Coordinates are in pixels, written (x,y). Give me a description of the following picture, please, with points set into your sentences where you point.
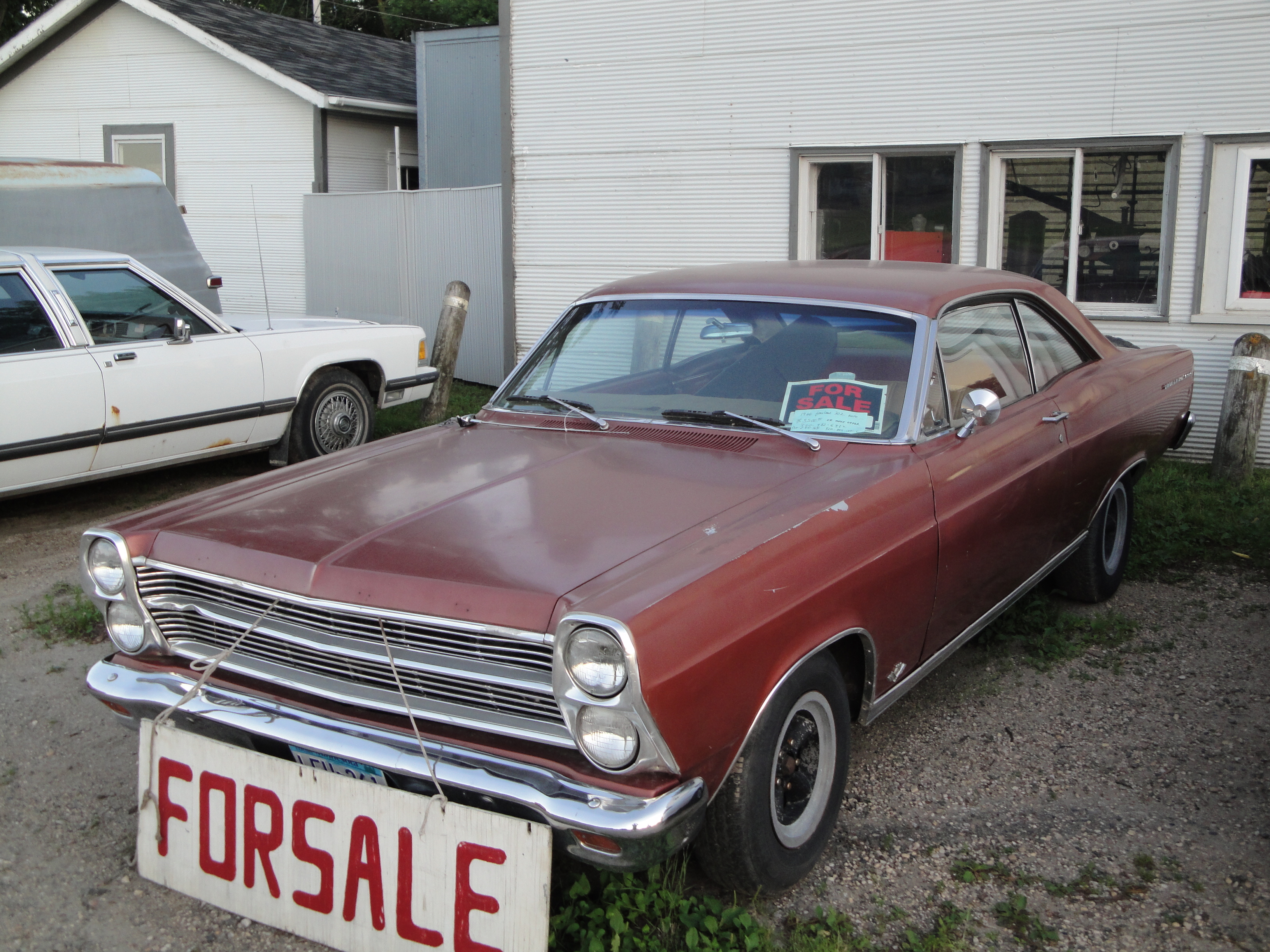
In this picture we can see vehicles (852,708), grass (1045,660) on the ground (1054,697) and in the background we can see shelters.
